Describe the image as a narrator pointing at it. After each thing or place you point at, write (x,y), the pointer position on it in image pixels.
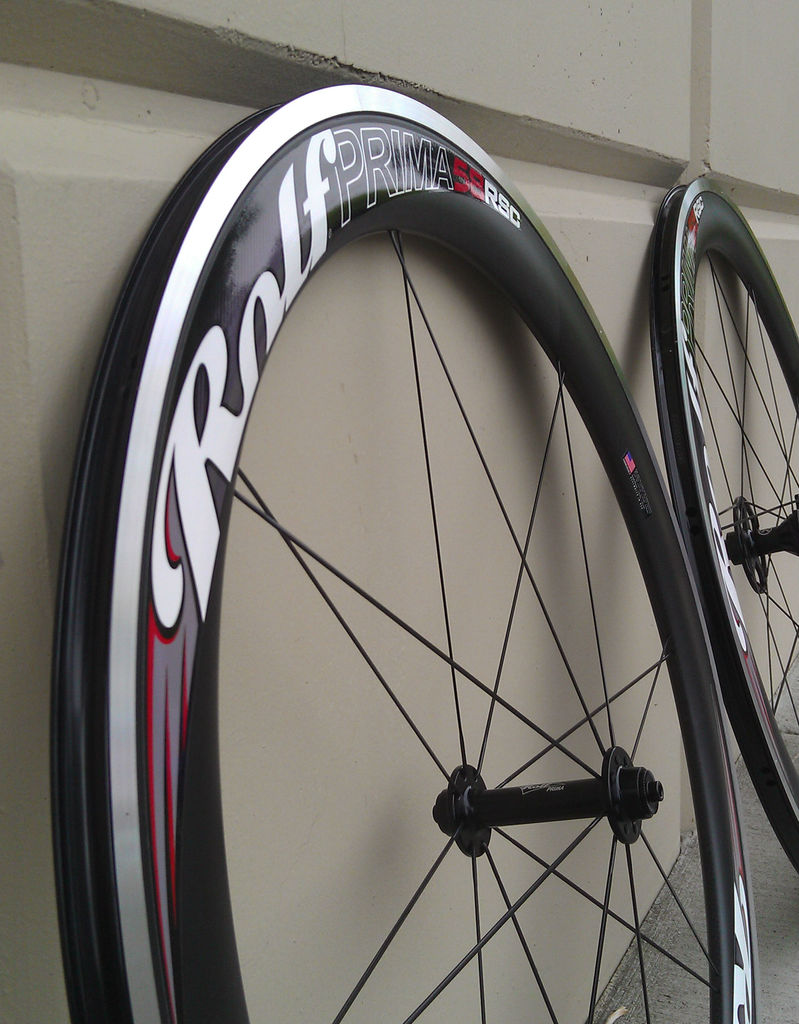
In this image there are two wheels (315,205) on the wheels (372,193) there is text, and there is a wall (651,186). At the bottom (782,713) there is floor (703,957).
